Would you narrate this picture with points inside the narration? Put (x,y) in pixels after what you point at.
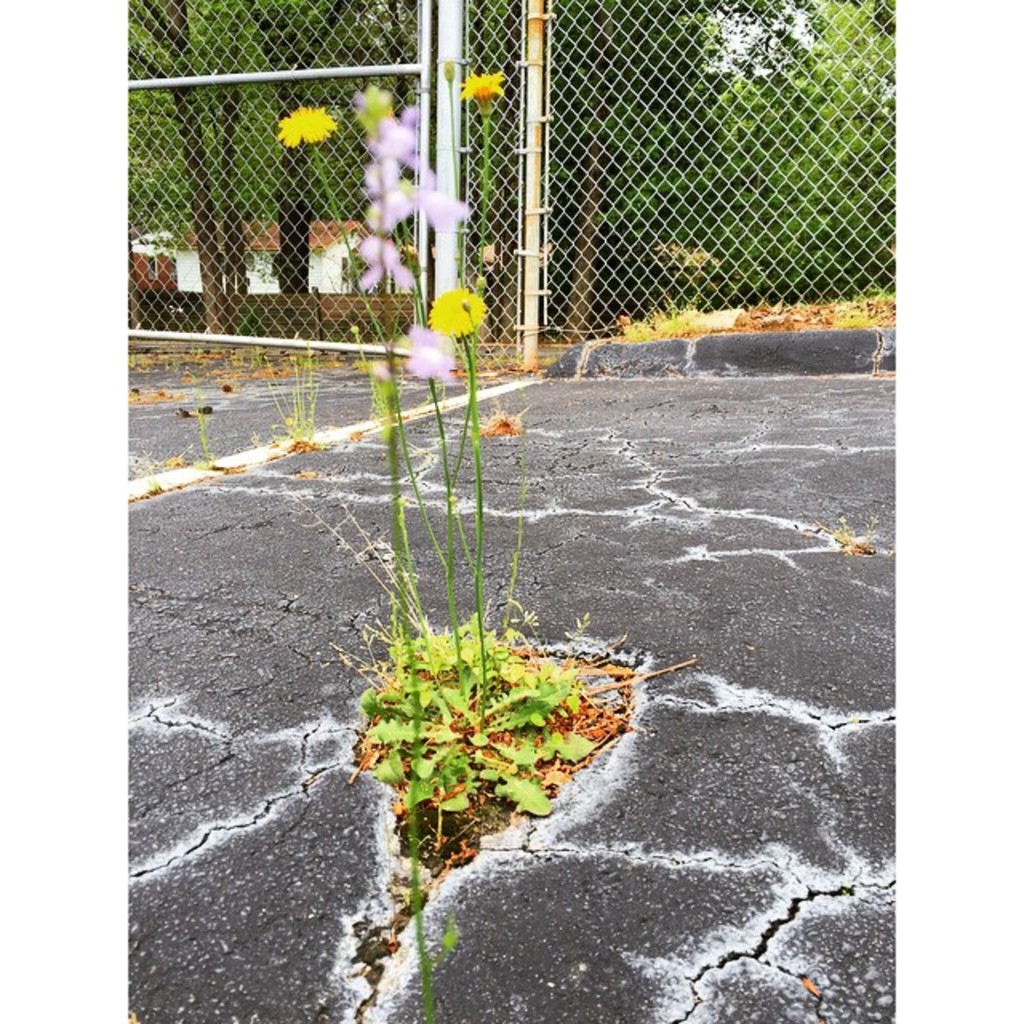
In this image we can see one house (313,242) in the background (320,276), one fence (444,187), some objects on the ground (181,390), one road (256,410), some trees (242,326) in the background (281,245), few plants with flowers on the ground (194,974), some plants (487,764) and grass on the ground (449,431).
